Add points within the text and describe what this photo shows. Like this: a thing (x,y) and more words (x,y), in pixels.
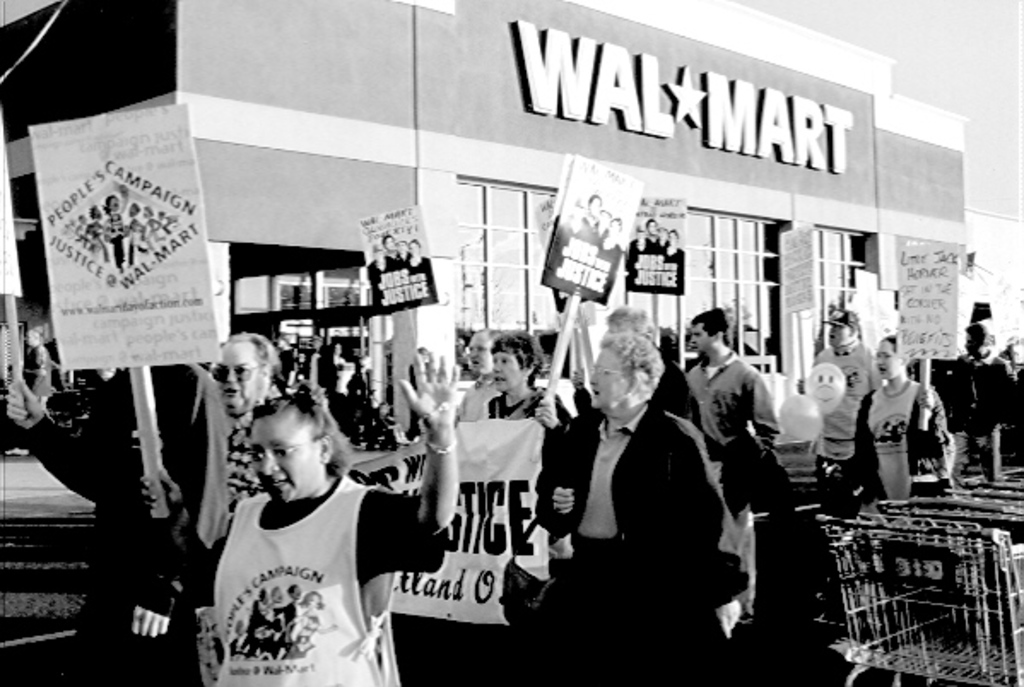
This is a black and white image, in this image there are people (415,516) protesting, holding posters (109,322) in their hands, in the background (446,41) there is a mall (866,117).
